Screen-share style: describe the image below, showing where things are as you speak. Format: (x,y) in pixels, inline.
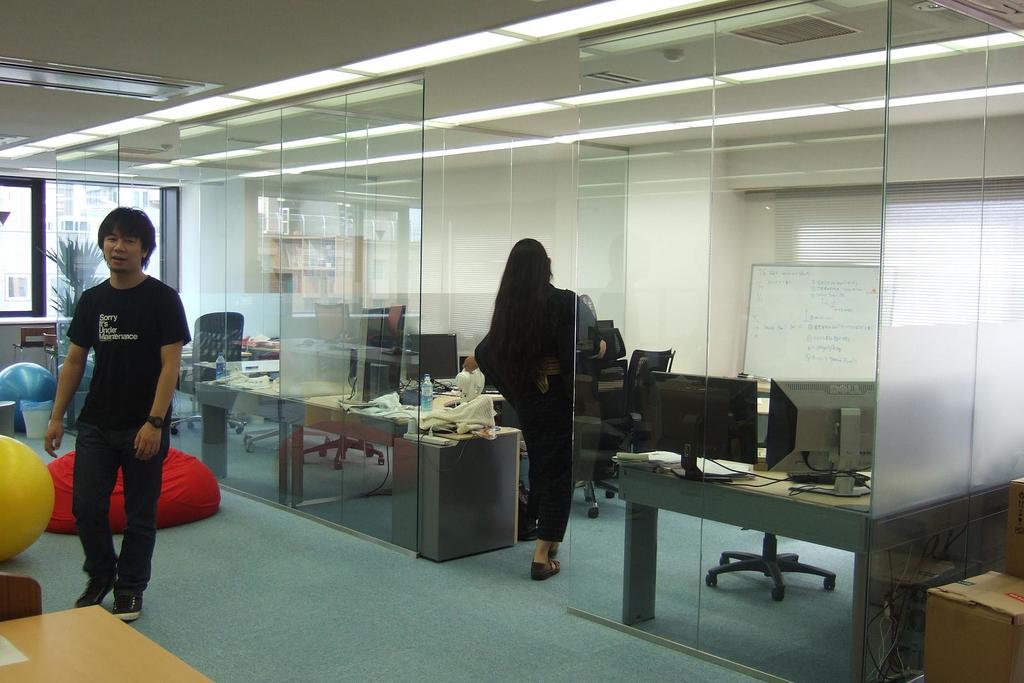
In this image we can see two persons (553,558) standing on the floor (582,525). To the left side (9,522) we can see two balls (29,527) placed on the ground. To the right side of the image (795,340) we can see a board (870,336) and two monitors (804,428) placed on a table (812,497). In the background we can see a plant (76,274) and a window (63,214).
